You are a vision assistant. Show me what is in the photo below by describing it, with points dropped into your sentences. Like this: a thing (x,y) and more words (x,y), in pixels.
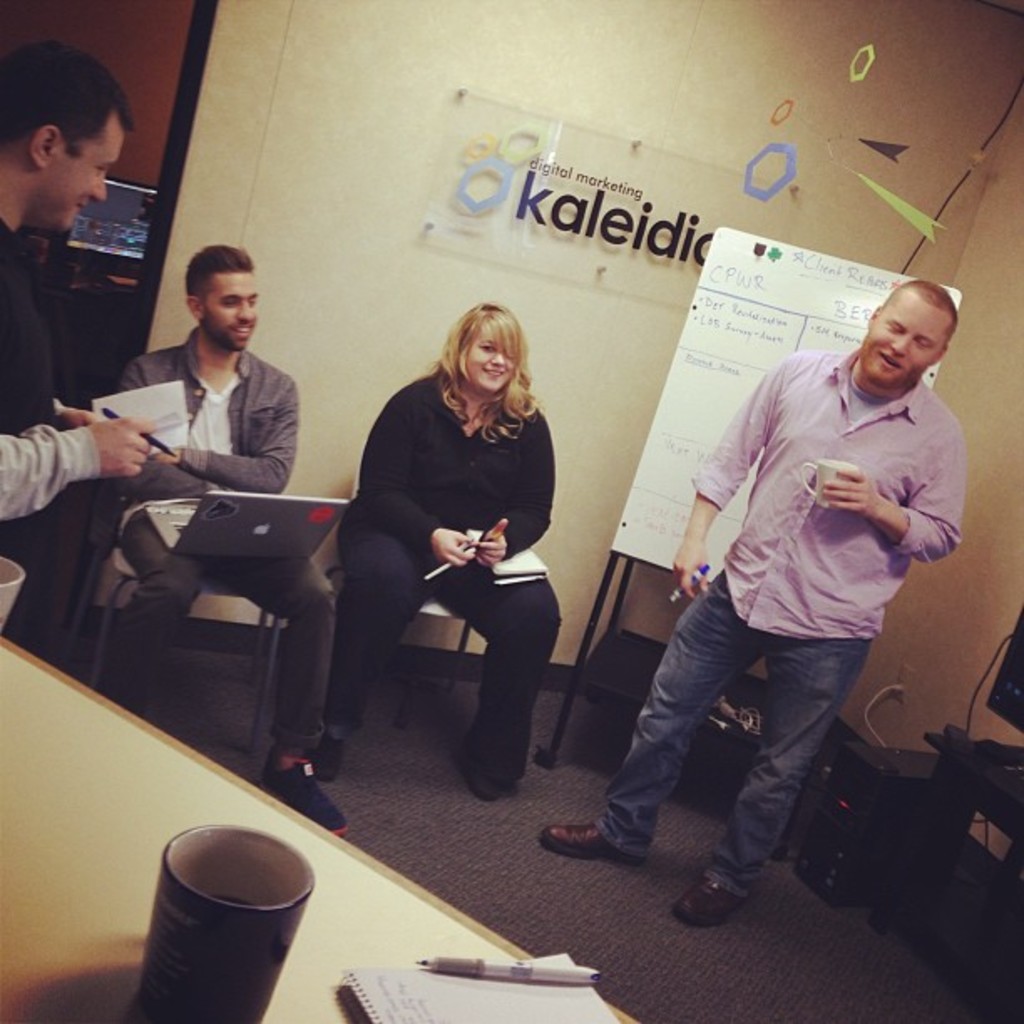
In this image I see 3 men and a woman (401,626), in which these 2 are sitting and these are standing, I can also see that all of them are smiling. In the background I see a board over here and I see that this man (131,558) has a laptop (314,541) on his legs (174,566), I can also see a table (42,735) on which there is a cup (205,964), paper (434,983) and a pen (487,962).
